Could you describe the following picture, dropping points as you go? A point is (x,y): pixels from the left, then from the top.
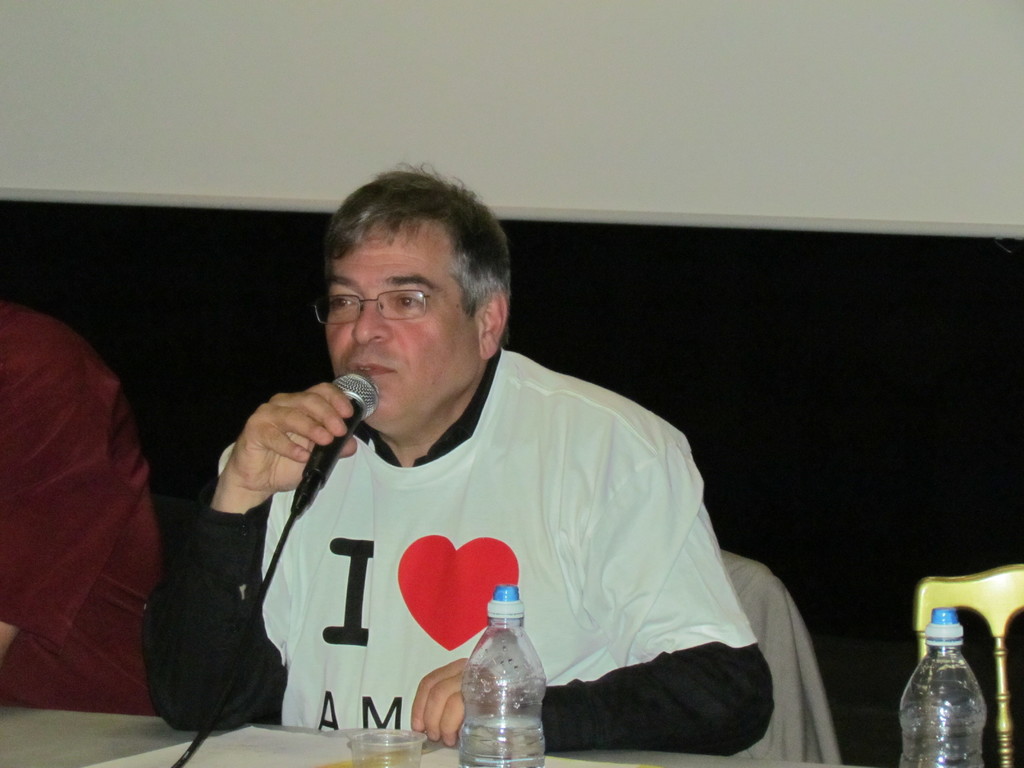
There is a man (574,664) sitting in a chair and speaking in a micro phone (321,468) in front of the table (441,754) where bottles (525,746) and glass (380,754) are placed.
